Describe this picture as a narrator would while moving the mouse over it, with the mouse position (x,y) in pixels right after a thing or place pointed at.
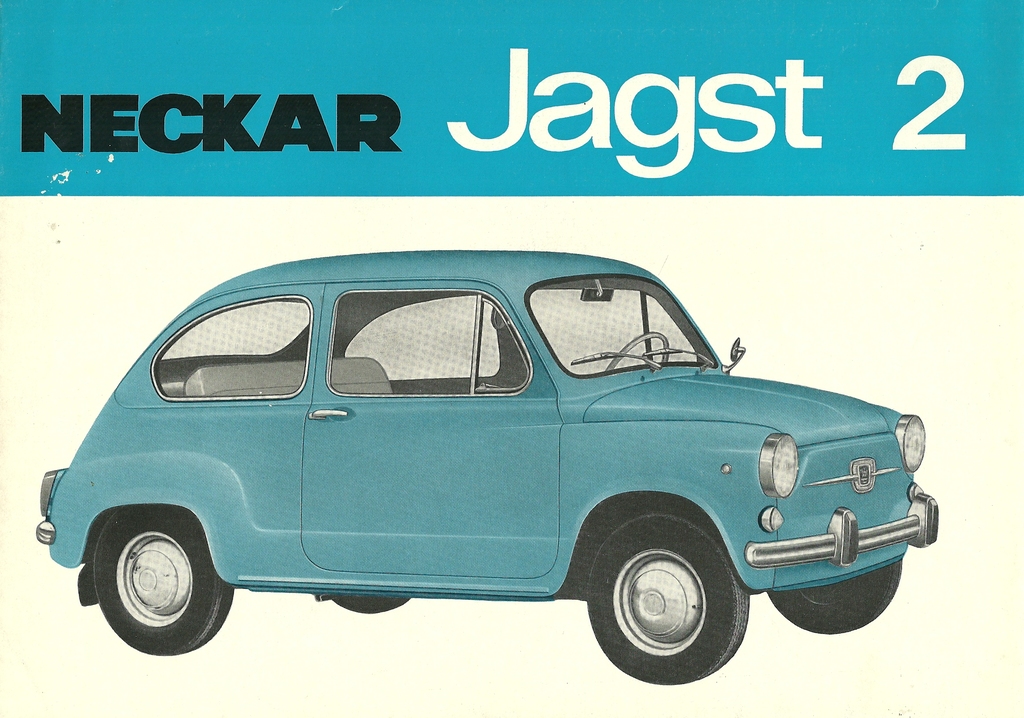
In this picture we can see a blue color car (380,462) here, there is some text (399,127) here.
